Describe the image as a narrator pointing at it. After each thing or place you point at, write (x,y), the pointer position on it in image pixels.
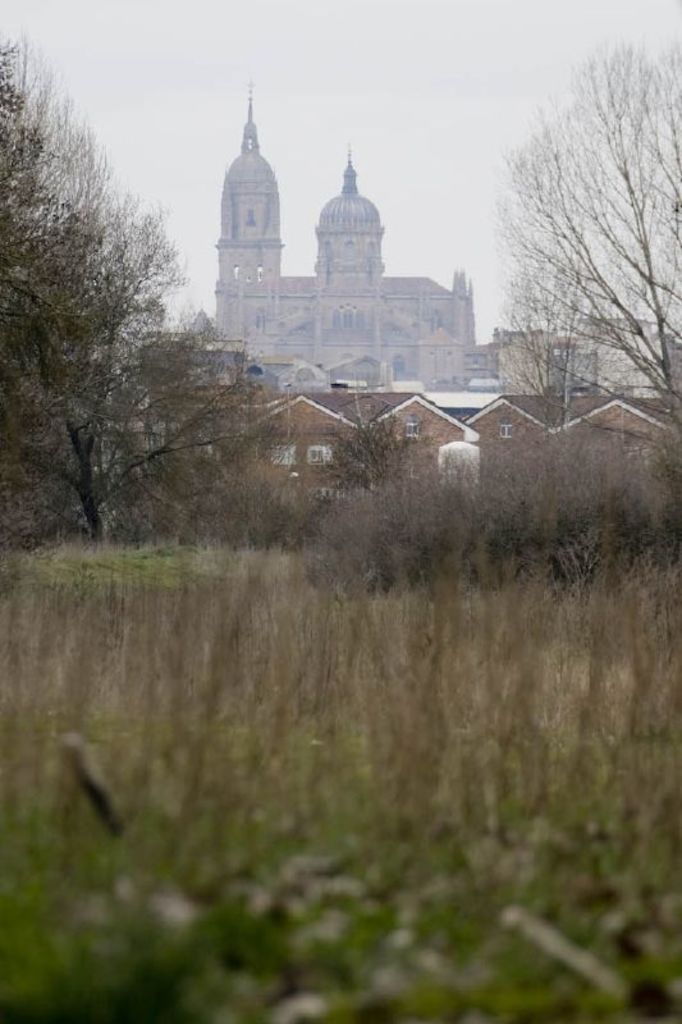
In this image we can see grass (199,795), trees (49,303), few buildings (401,298) and sky (349,129) in the background (316,103).
